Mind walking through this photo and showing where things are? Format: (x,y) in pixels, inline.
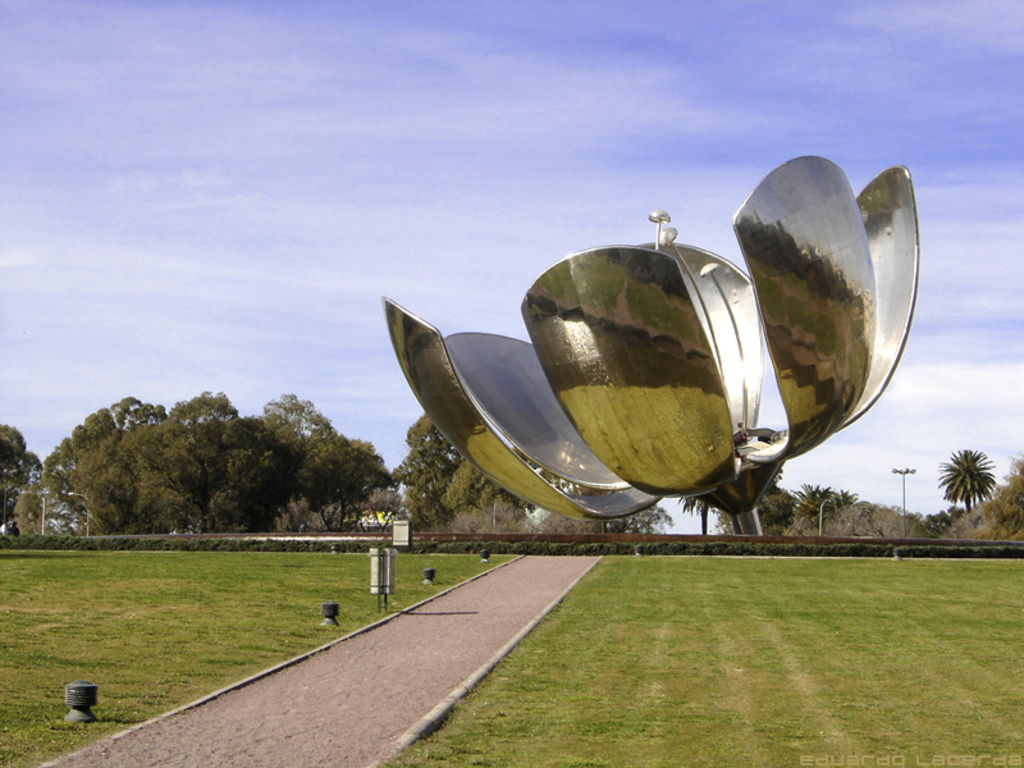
In this picture I can see the path (458,604) and on both the sides I can see the grass (274,572) and I see few black color things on it. In the center of this picture (587,264) I can see a silver color thing (614,318). In the background (166,486) I can see the trees (422,465), a pole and the sky (331,283).
